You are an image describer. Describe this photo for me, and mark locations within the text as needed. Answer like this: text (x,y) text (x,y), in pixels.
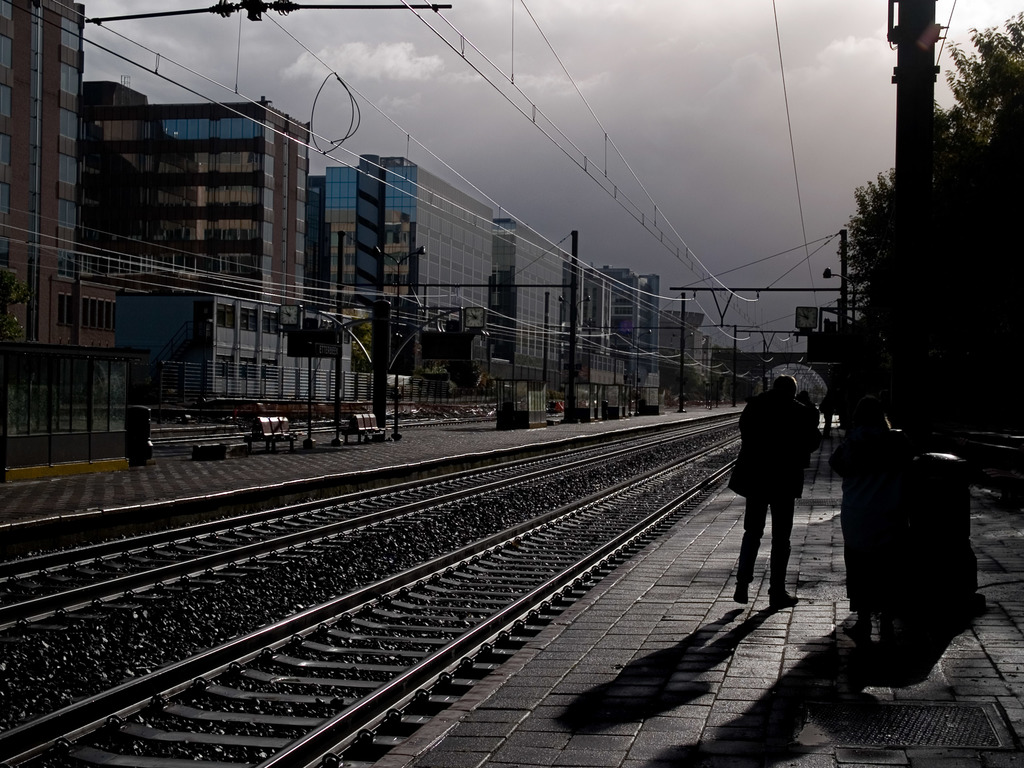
In this picture I can see railway track (440,607). There are some persons (756,441) standing on a sidewalk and there is an object (951,501). There are some poles (904,110) which are attached with wires (782,253). On the left side (270,427) there are a few buildings (449,269) and chairs (349,424) in front of it. And in the middle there is a bridge (731,357). And at the background (741,379) there are some trees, In the top (681,127) there is a sky (705,58).
